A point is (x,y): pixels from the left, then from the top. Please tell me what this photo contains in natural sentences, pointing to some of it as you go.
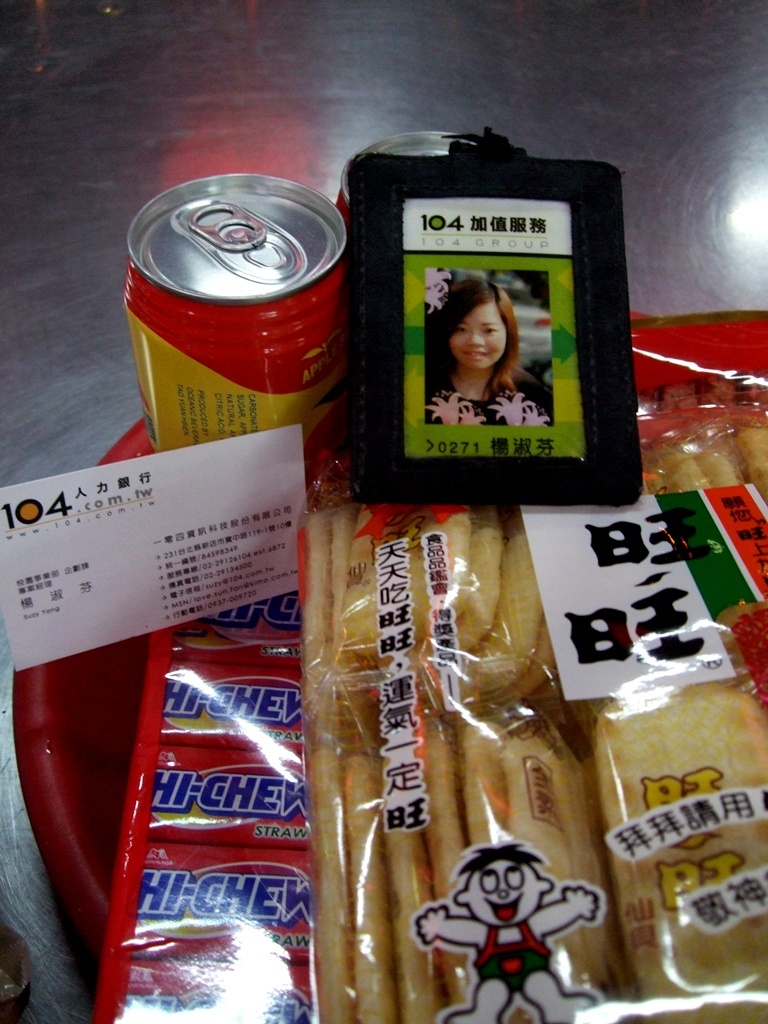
In the image there is a basket (746,355) full of chips packets (637,743), soft drinks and an id card (465,428) on it.
